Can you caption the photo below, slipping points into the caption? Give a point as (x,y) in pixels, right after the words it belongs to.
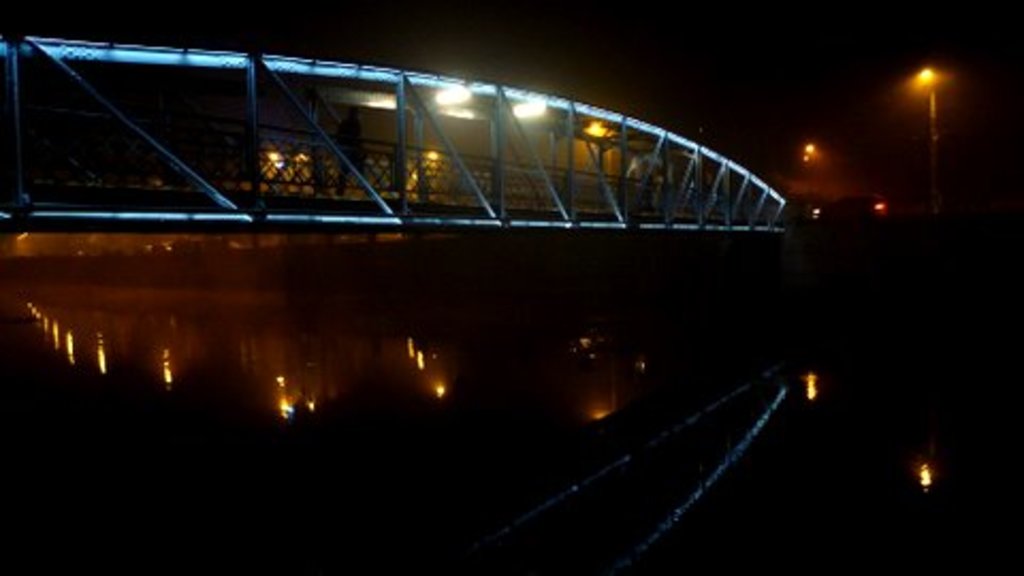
In this picture we can see the view of the truss bridge (432,204). Behind we can see the river water (494,344). On the right side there is a light pole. Behind there is a dark background (681,34).
